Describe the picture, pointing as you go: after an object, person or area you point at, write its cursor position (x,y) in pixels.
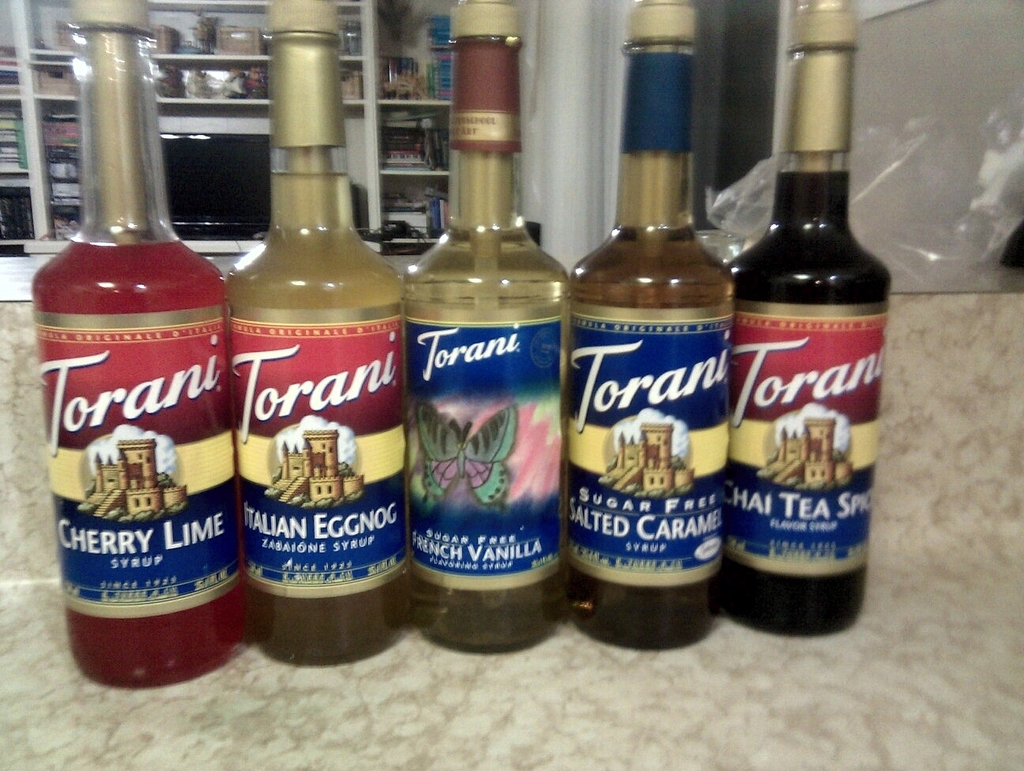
Here we can see a group of bottles (286,366) on the table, and some liquid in it, and here is the television (241,192), and some objects (394,30) in the shelves (370,10).
